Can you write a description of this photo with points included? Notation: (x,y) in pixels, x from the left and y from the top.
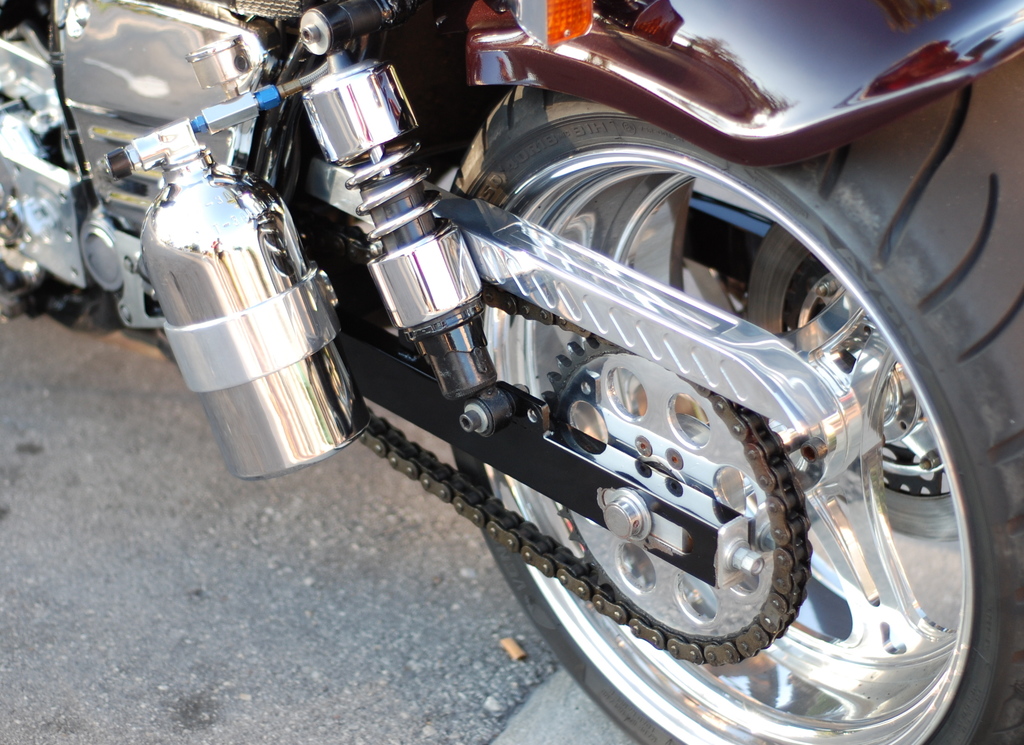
In this image I can see a wheel (621,224), a chain sprocket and few other things (310,248) of a vehicle (345,144). I can see this image is truncated picture of a vehicle (408,400).
